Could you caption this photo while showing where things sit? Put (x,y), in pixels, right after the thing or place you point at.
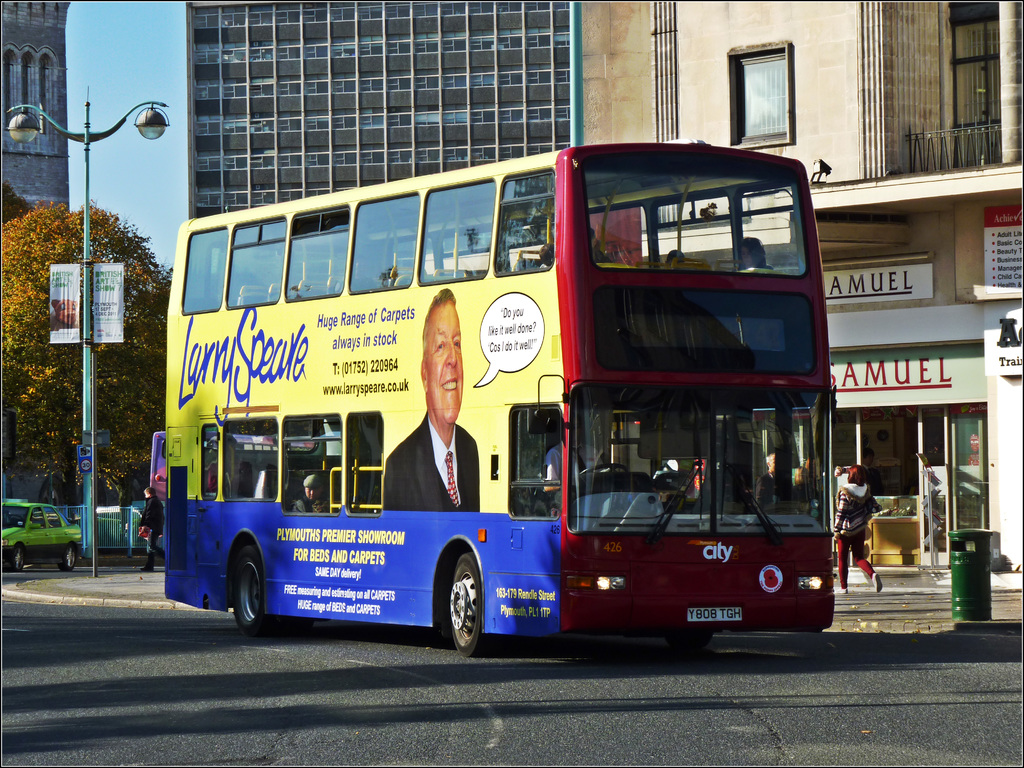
In this image there is a double Decker bus (412,436) on the road (359,626). Behind the bus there are buildings (323,65). On the left side (87,358) there is a pole (109,132) to which there are two lights (18,139). There is a green colour car (24,542) on the left side (26,540). There are stores (948,518) under the buildings (922,481). On the right side (955,584) there is a dustbin (970,563). There are few people (859,530) walking on the footpath (906,587).
